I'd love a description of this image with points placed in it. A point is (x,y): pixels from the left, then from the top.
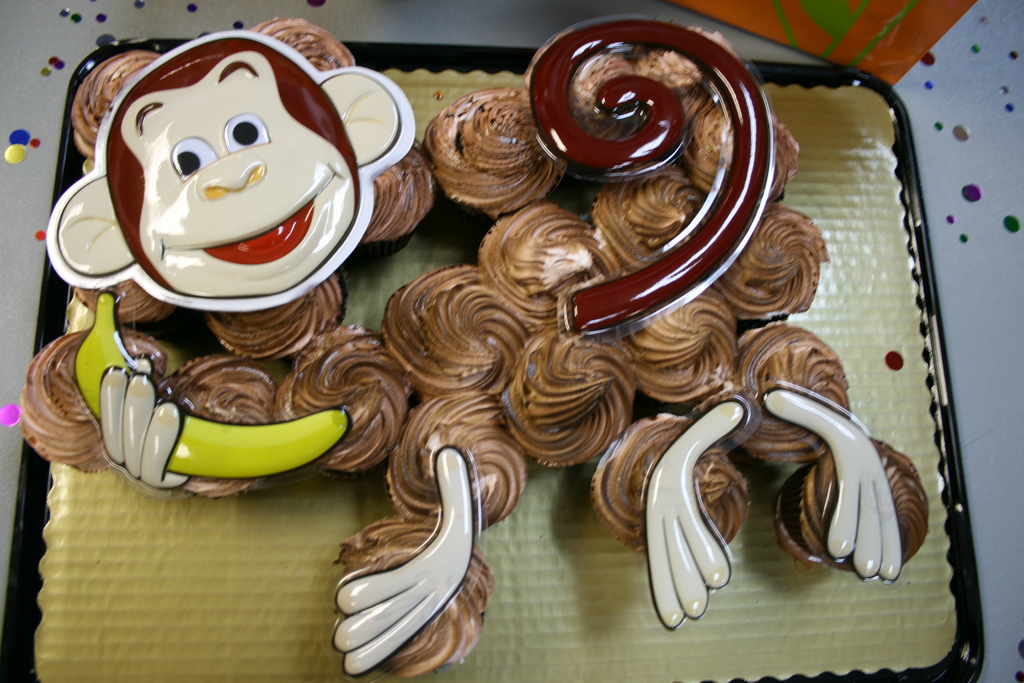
In this image I can see few cupcakes (616,256) are placed on a tray (125,601). At the top (870,34) there is orange color object (841,21). On the cupcakes (590,399), I can see the cream (486,351) and few masks (298,157) of a monkey (297,203).
